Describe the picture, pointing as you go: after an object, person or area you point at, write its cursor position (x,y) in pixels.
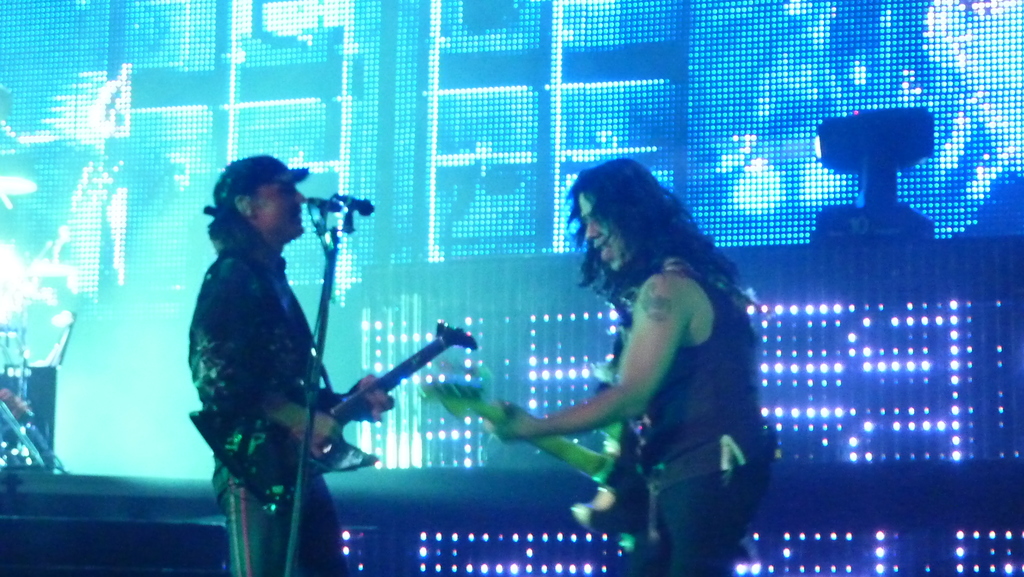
In this image there are two people (597,399) playing musical instruments (394,375) and there is a mike (317,338), in the background (495,389) there is a screen (308,5).
